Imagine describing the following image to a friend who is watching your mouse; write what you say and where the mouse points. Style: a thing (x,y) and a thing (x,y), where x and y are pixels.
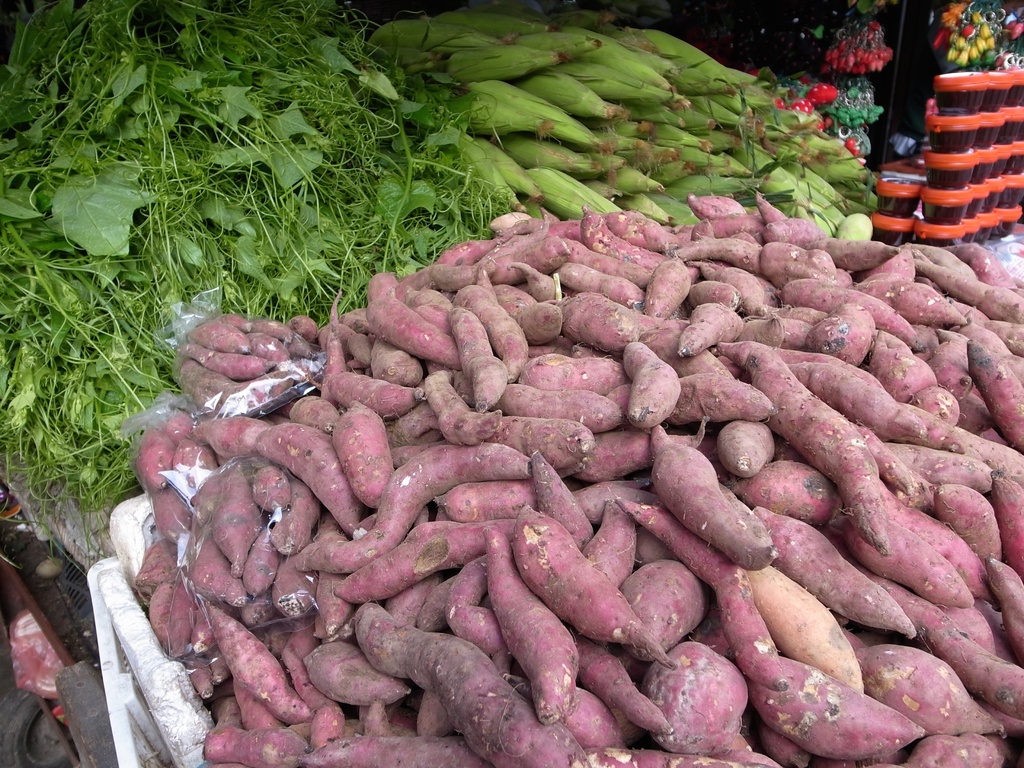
In this image we can see a few leafy vegetables (439,250), corns (413,44), sweet potatoes (801,547) and some other objects (858,100).
